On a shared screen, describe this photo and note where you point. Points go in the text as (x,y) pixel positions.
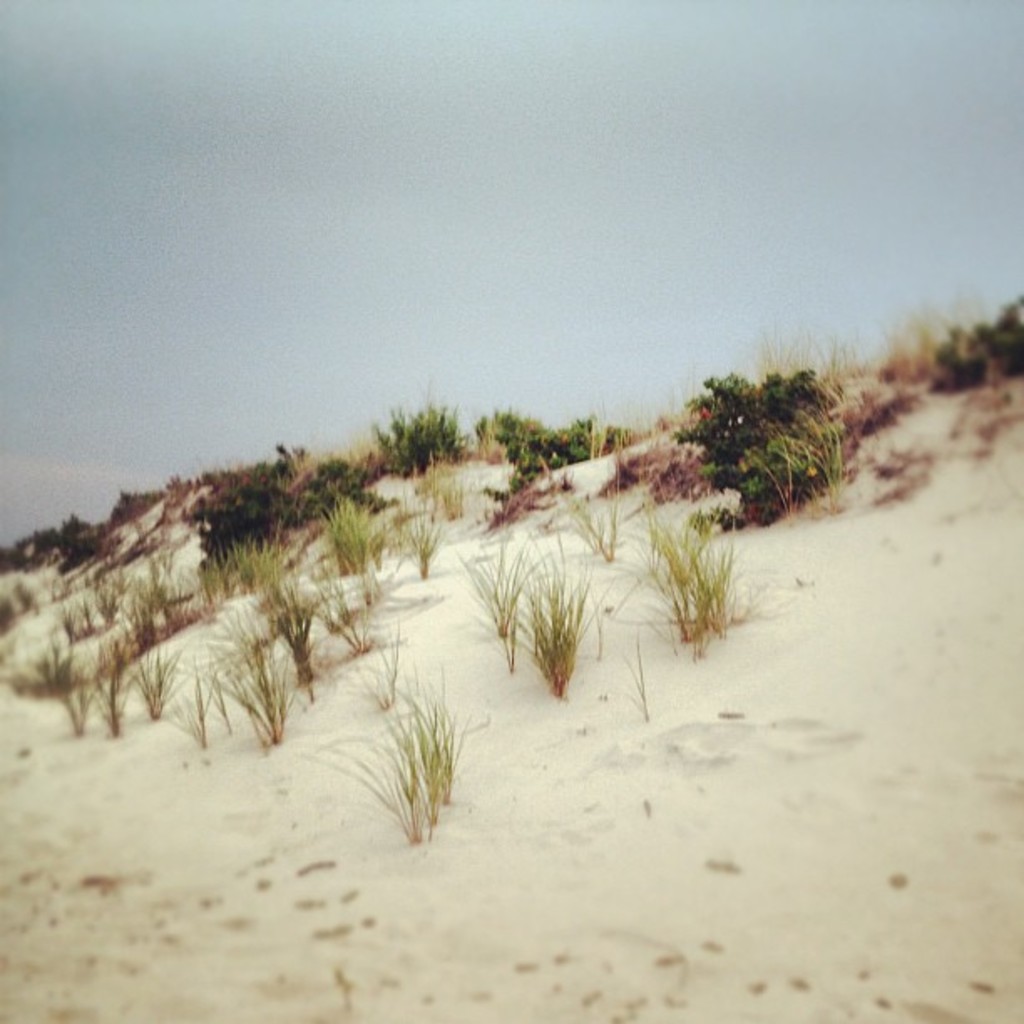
In this image we can see few plants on the ground (446,704) and in the background (552,337) we can see the sky (708,301).
